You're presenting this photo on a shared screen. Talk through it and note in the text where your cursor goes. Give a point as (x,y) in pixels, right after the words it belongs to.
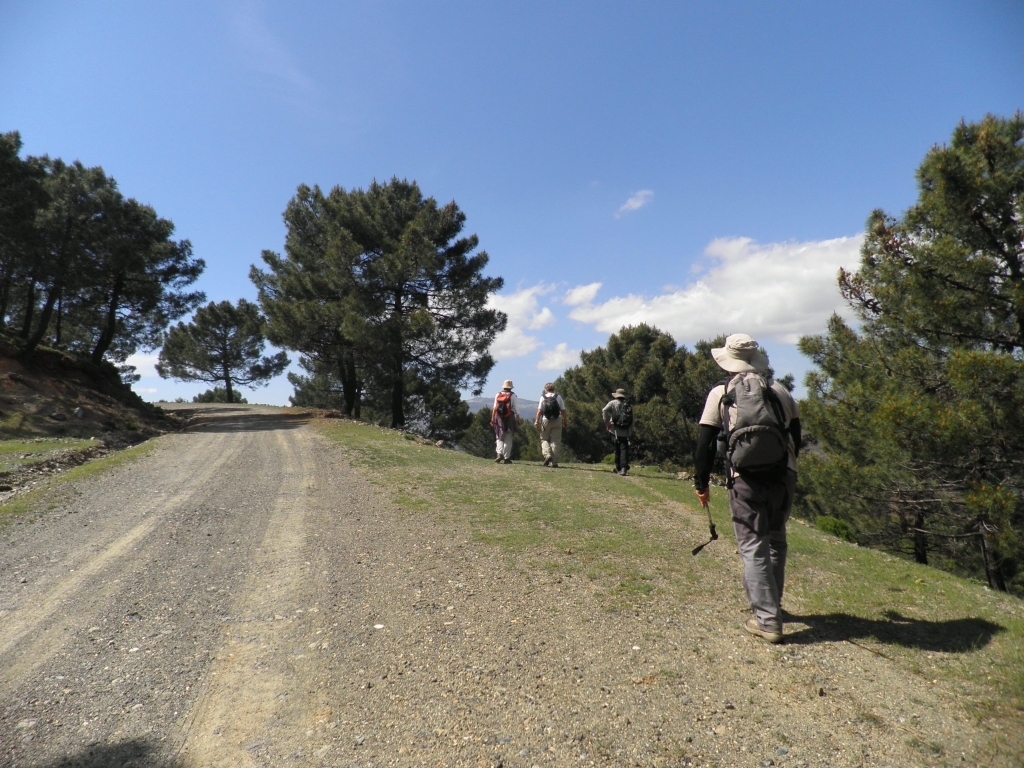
In this picture we can see some people (507,457) carrying bags (752,428) and walking on the ground (449,565), trees (95,236) and in the background (595,119) we can see the sky (652,125) with clouds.
